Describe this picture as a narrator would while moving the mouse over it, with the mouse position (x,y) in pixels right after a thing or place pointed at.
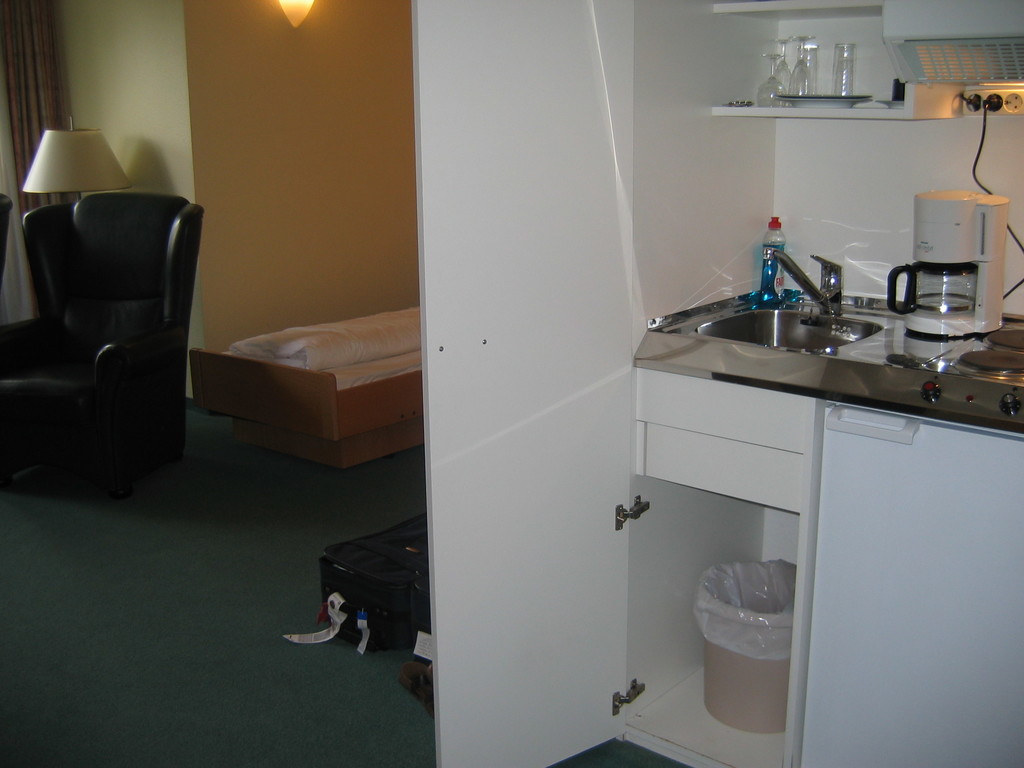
In this picture we can see a dustbin (701,619) in the rack (695,587) and at the top of the rack (753,519) there is a sink (784,323) with tap (789,273). On the right side of the sink (778,309) there is a machine (928,262) and on the left side of the sink (763,317) there is a bottle (763,279). At the top of the sink (758,333) there are glasses (785,69) and plates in the rack (768,62). On the right side of the machine (921,277), there is a stove (944,354) and on the left side of the sink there is a chair (56,373), lamp (71,179), trolley bag (341,568) and an object (330,344). Behind the chair (68,322) there is a wall (172,99) with a light (291,7) and a curtain (27,57).
